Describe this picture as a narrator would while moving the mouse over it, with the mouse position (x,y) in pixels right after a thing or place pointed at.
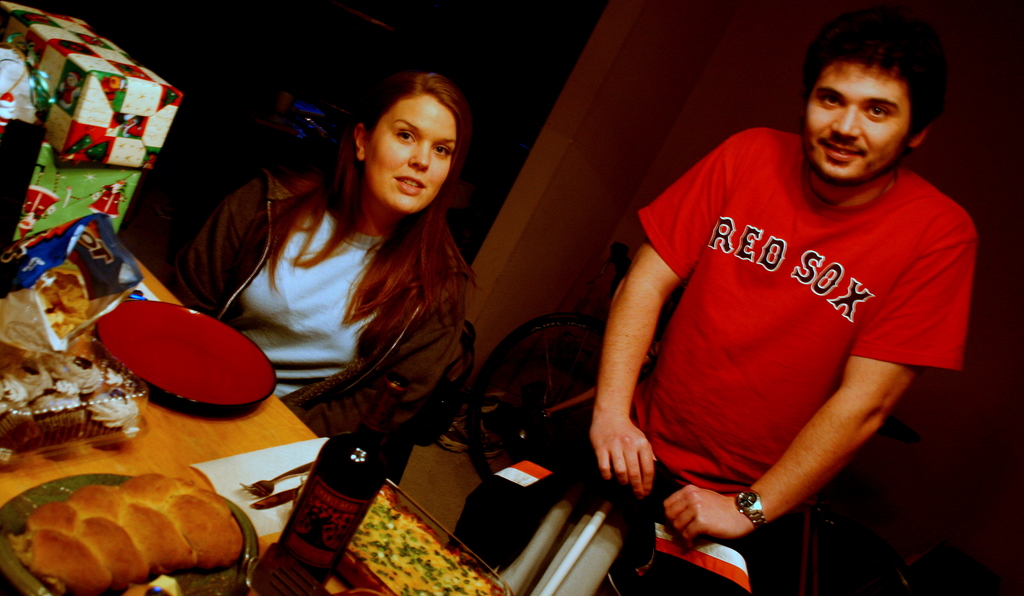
In this picture there is a boy (747,282) on the right side of the image (884,365) and there is a lady (365,188) on the left side of the image (332,418), there is a dining table (109,290) on the left side of the image (222,442), which contains food items (47,272) and boxes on it.
